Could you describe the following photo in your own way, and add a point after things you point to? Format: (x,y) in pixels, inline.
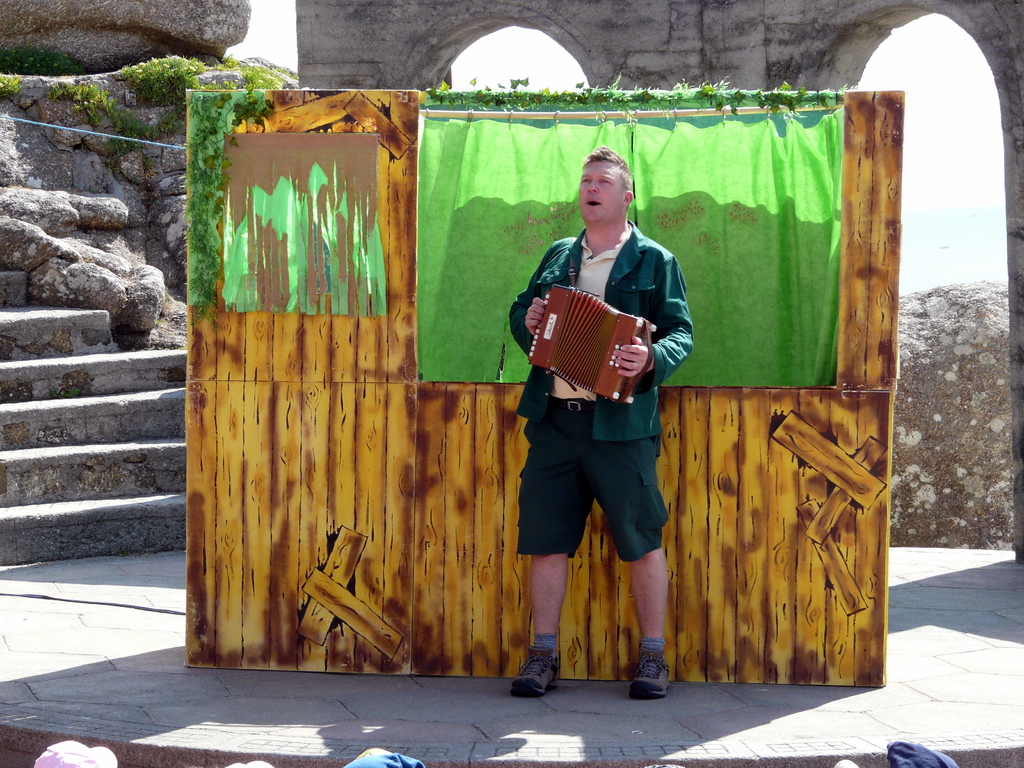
In this picture we can see a person (619,536) standing and playing musical instruments (612,363), behind we can see board (765,562) and arch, side we can see stair cases (72,436), rocks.
